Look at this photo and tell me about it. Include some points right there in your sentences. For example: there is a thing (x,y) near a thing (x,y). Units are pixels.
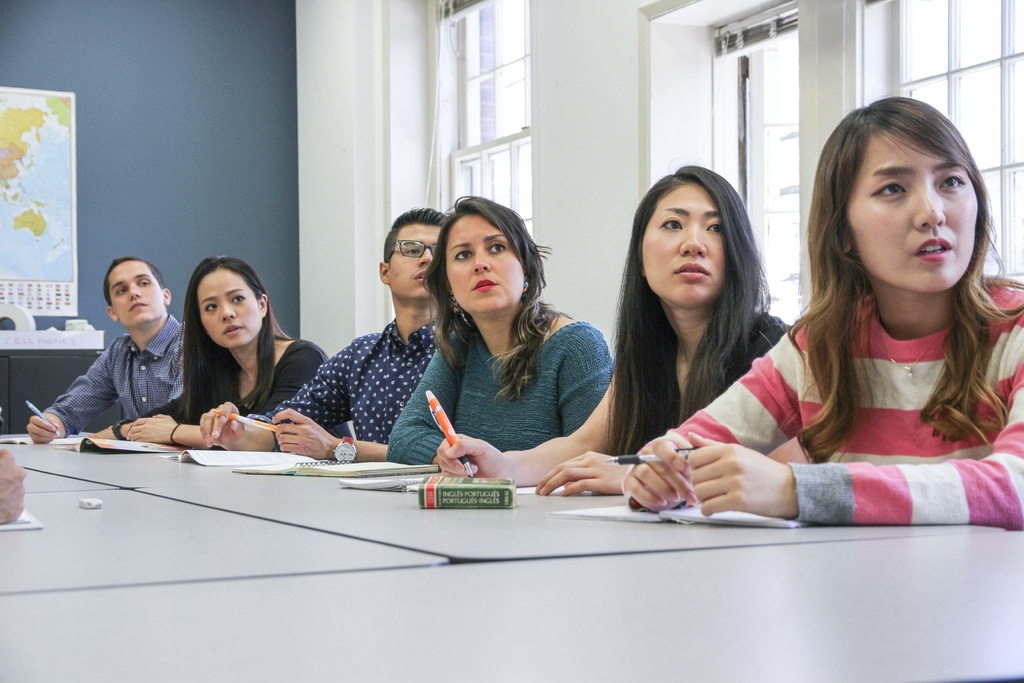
There is a group of persons (466,393) sitting and holding a pen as we can see in the middle of this image (588,436). There is a table (348,583) at the bottom of this image (270,542) and there are some books (379,469) kept on it. There is a wall (345,214) in the background (355,260). There are some glass windows (530,134) on the right side of this image (793,157), and there is a map (54,194) attached to the wall (96,227) as we can see on the left side of this image (37,194).
